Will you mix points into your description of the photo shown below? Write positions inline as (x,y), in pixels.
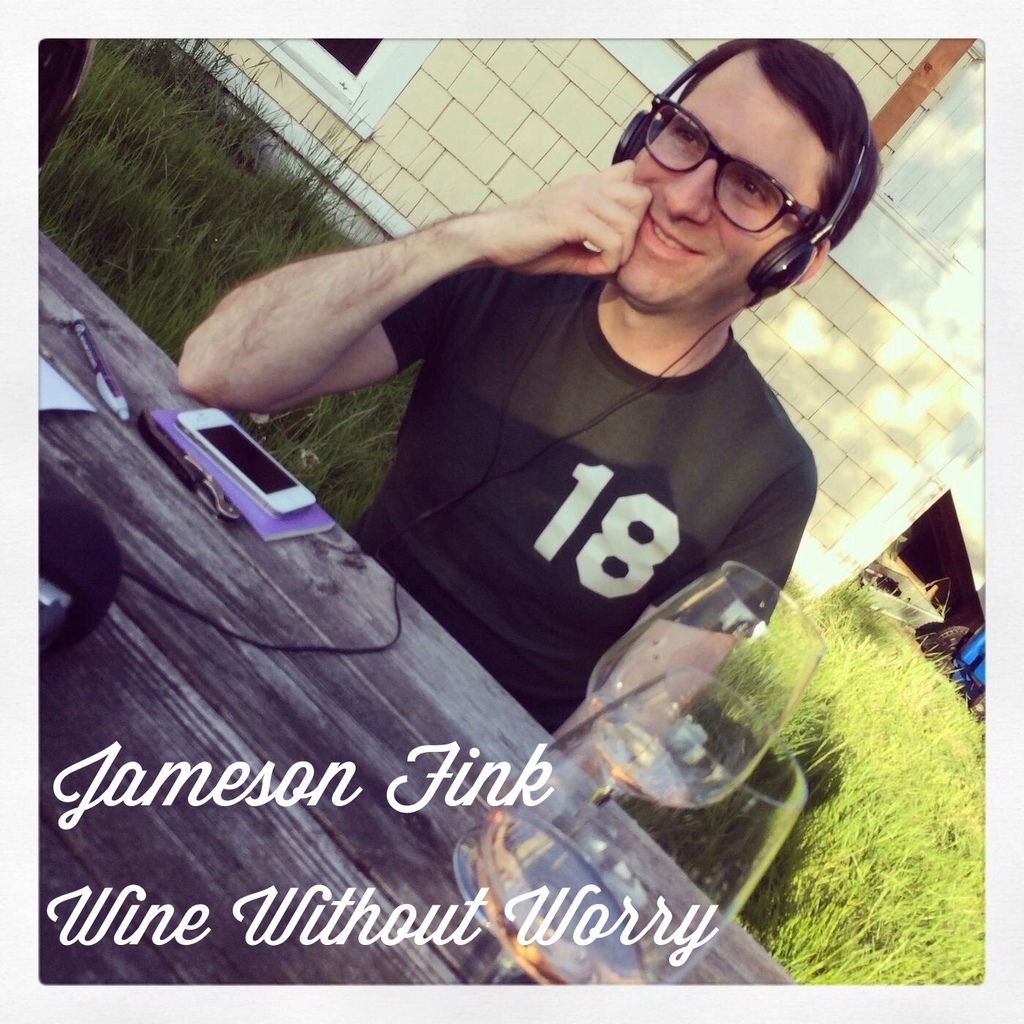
In this image there is one person (503,451) who is sitting in front of him there is one table (132,695), on the table (117,705) there are two glasses (591,688), phone (286,495), pen (101,392), paper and wire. In the background (938,854) there is a house (875,520) and grass (872,748), at the bottom of the image (615,927) there is some text (375,911).
